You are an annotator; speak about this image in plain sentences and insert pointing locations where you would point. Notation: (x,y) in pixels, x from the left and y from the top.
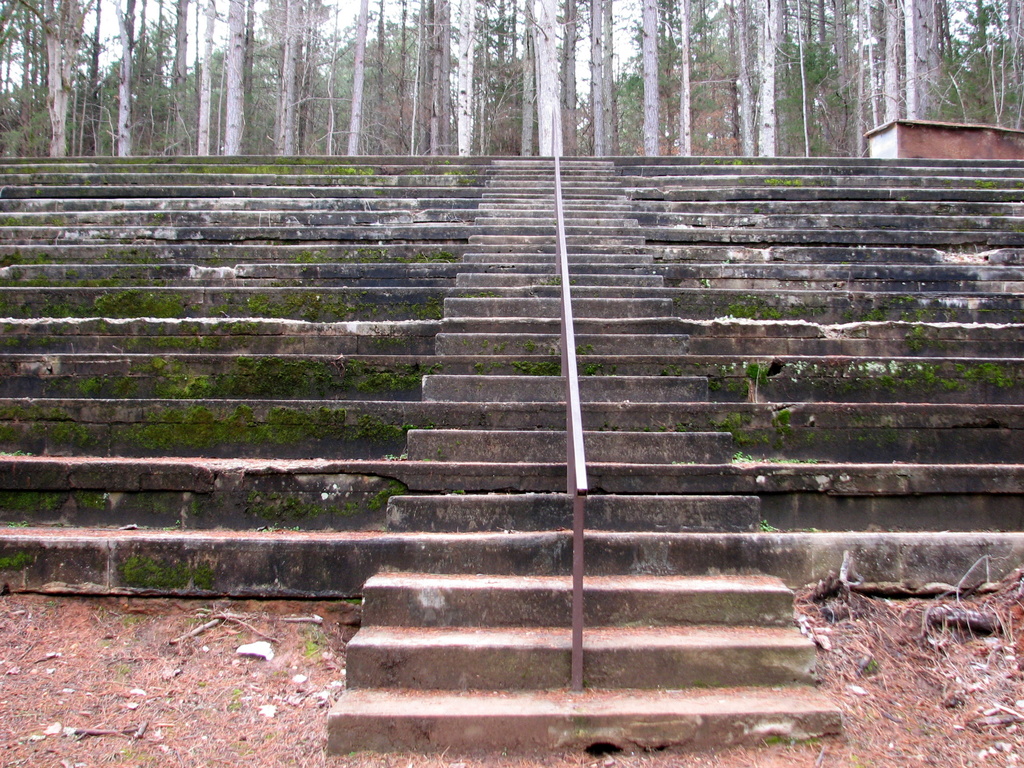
In this picture we can see a few stairs (418,157) from left to right. There is a house (870,155) and some trees (492,60) in the background (670,139).
